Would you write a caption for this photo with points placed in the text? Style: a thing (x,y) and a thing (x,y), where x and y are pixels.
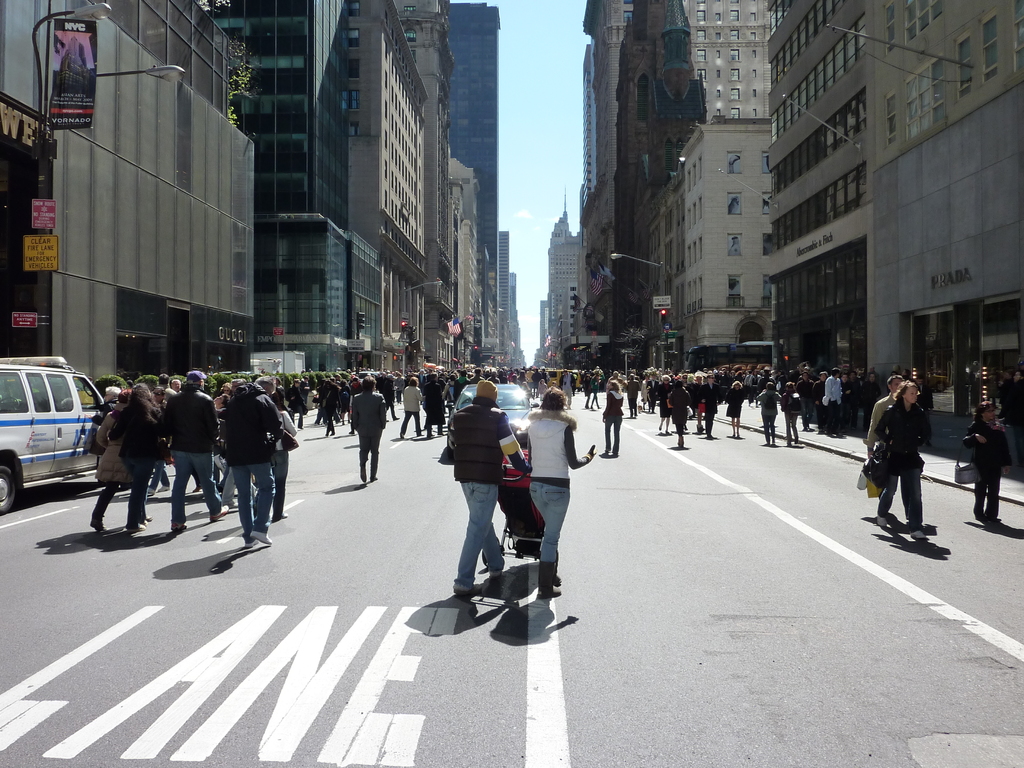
As we can see in the image there are buildings (729,252), street lamps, banner (68,78), windows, traffic signals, car (41,447) and group of people (139,448). In the front (519,496) there is a stroller (532,505). At the top (551,90) there is sky (520,82).
